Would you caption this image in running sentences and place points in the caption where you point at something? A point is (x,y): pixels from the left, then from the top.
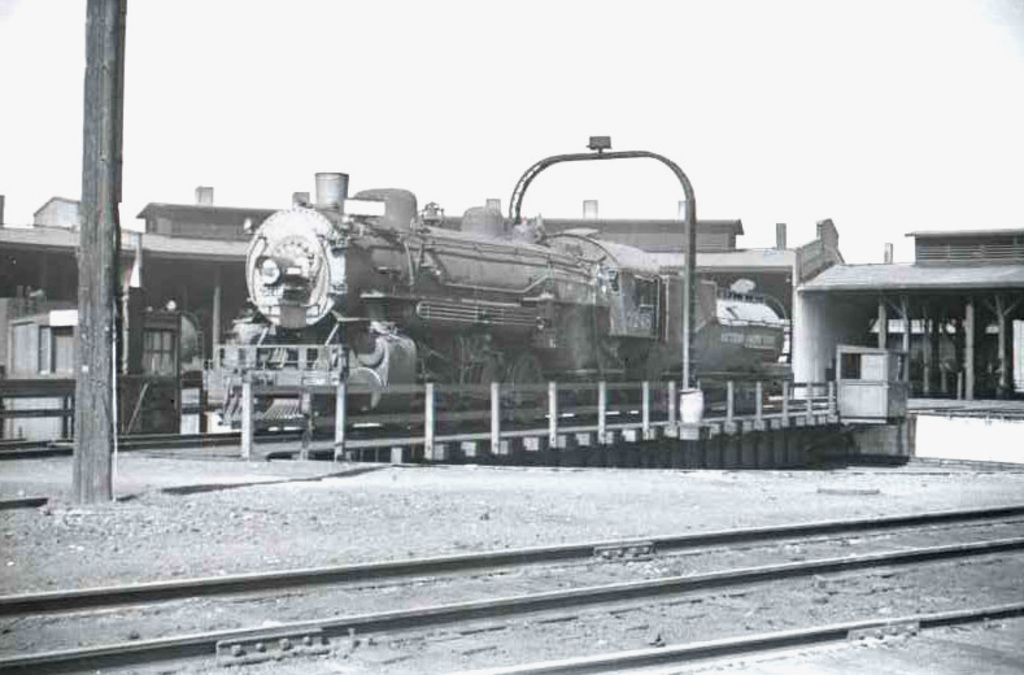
In this picture we can see a train (369,323) in the middle of the image (503,359), and we can find few tracks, buildings (835,281) and a pole (105,188), and it is a black and white photography.
